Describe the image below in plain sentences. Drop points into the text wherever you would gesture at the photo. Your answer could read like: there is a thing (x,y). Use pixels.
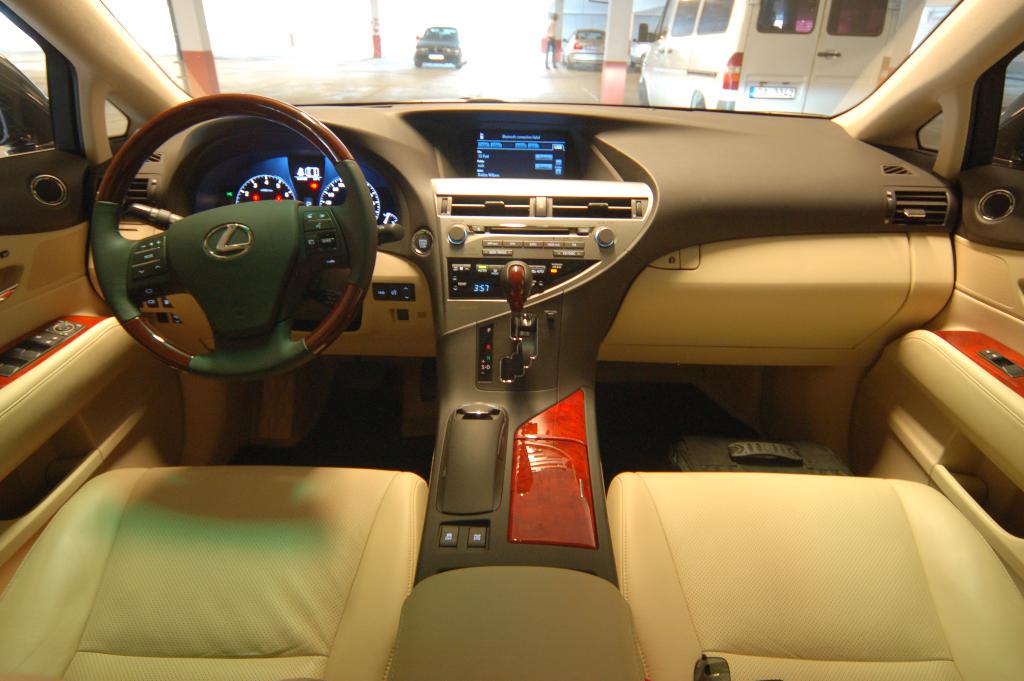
In this image we can see the inside of a vehicle (433,265) such as steering (238,338), gear rod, display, windshield (528,16), speedometer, side doors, side mirrors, seats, music player (472,221). Through the windshield (503,40) we can see vehicles (573,47), a person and pillars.
